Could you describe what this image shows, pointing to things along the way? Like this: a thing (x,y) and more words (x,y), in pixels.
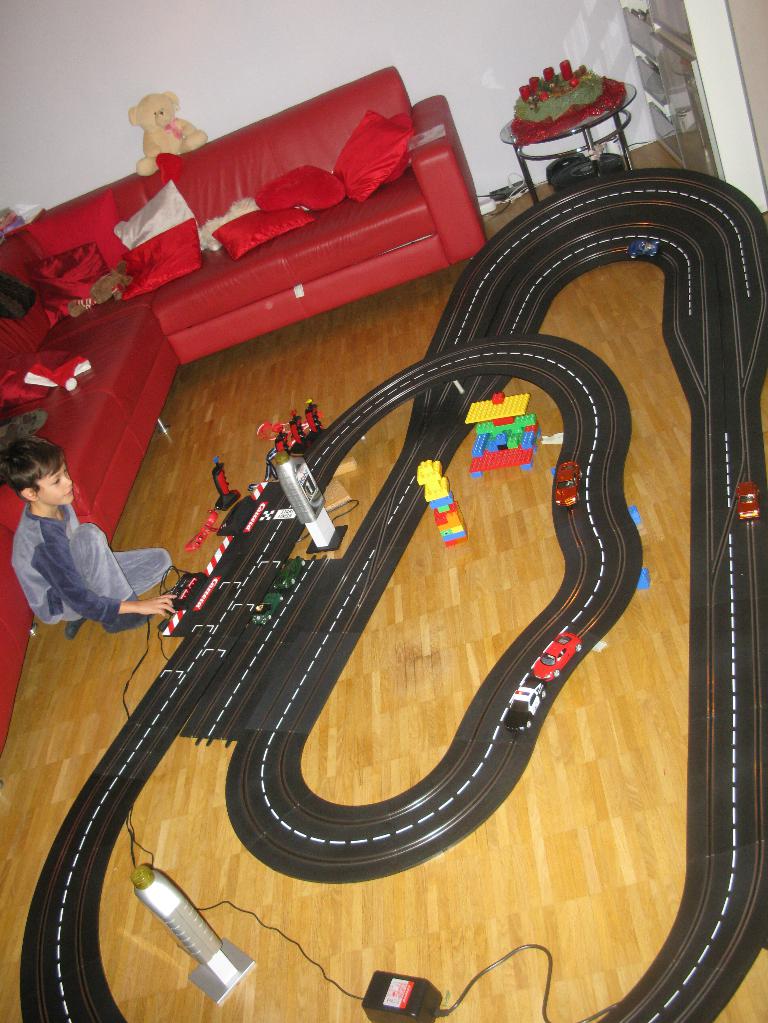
In this image, There is a floor (670,540) which is in yellow color, There is a black color racing track (300,759) in the left side (94,615) there is a boy (58,580) sitting on the floor (88,656), There is a sofa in red color, There is a table (564,134) on that table (589,138) there is a red color object (553,131), In the background (281,37) there is a white color wall (185,49).
